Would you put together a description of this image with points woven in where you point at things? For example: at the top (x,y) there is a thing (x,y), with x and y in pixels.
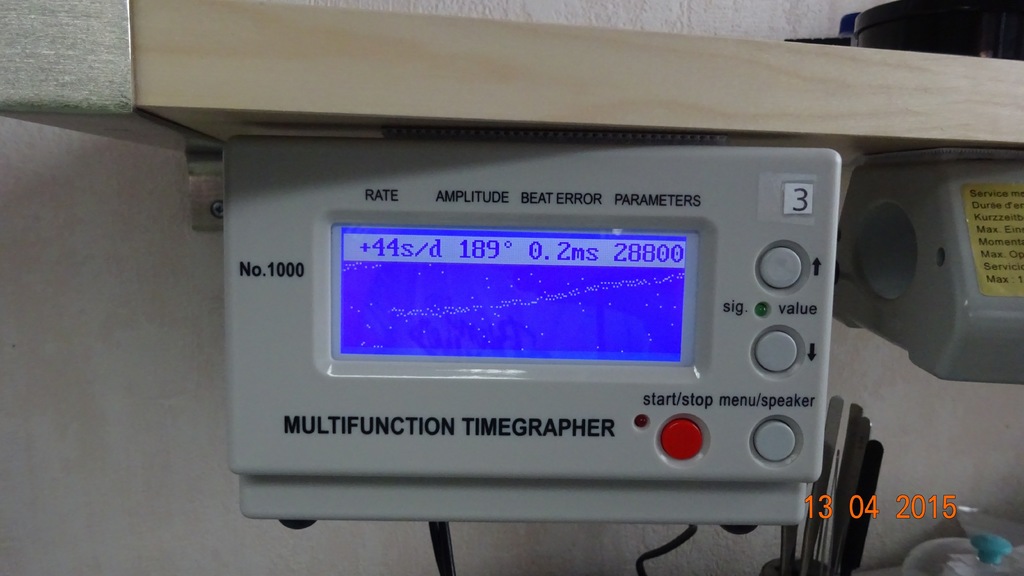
In this image there is a machine (289,330), on that there is a display (346,357) and buttons (784,461), in the bottom right (808,504) there is date (933,502).
